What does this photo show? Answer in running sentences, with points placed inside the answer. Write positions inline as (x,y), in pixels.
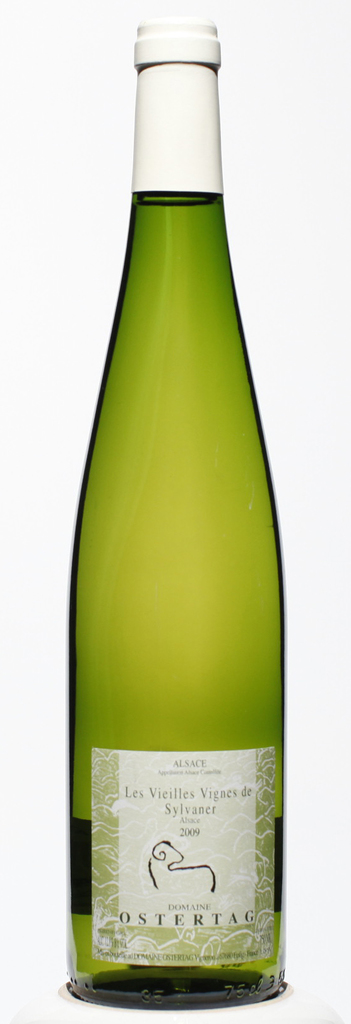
in this image the green bottle (181,465) is there and the cap (188,157) is white in color and in front of the bottle (129,525) some text (180,833) is there ostertag.
